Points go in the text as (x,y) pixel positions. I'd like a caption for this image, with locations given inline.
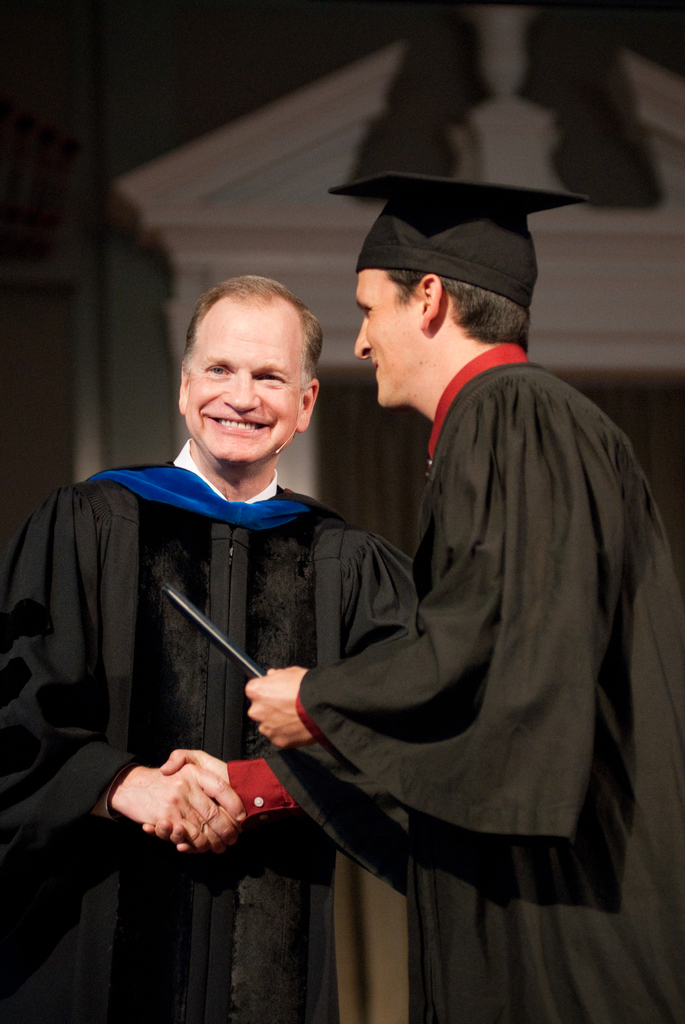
In the image we can see there are two men (385,677) standing. They are wearing convocation dress (380,736) and they are shaking hands (229,813).
